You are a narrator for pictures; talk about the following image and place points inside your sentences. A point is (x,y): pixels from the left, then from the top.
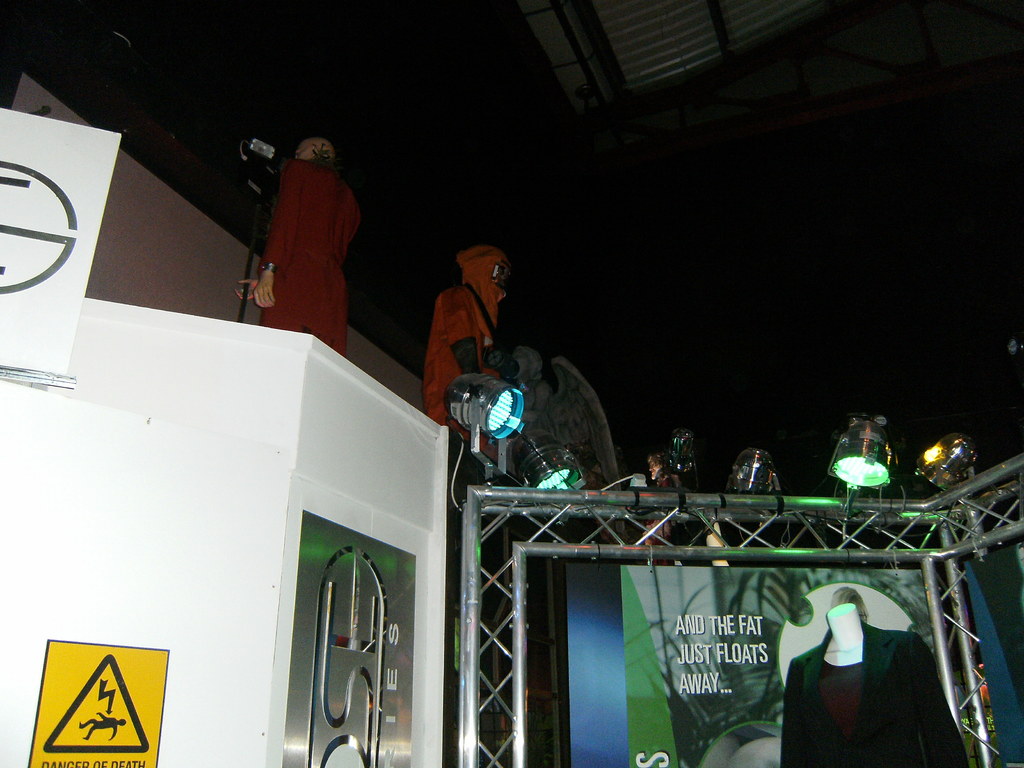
In the image we can see there are people (449,326) wearing clothes (441,342), they are standing. This is a poster (720,643), lights (874,450) and a board (53,265).
